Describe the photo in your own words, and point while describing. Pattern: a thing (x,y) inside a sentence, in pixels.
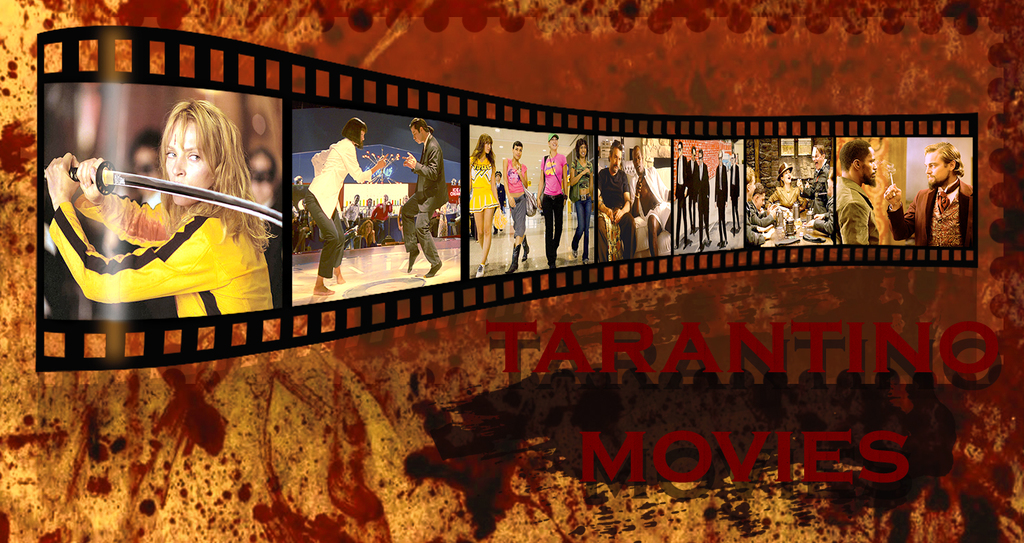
This is an edited picture. In this picture we can see the people (68,229), reel (558,291). We can see there is some information (974,326).
